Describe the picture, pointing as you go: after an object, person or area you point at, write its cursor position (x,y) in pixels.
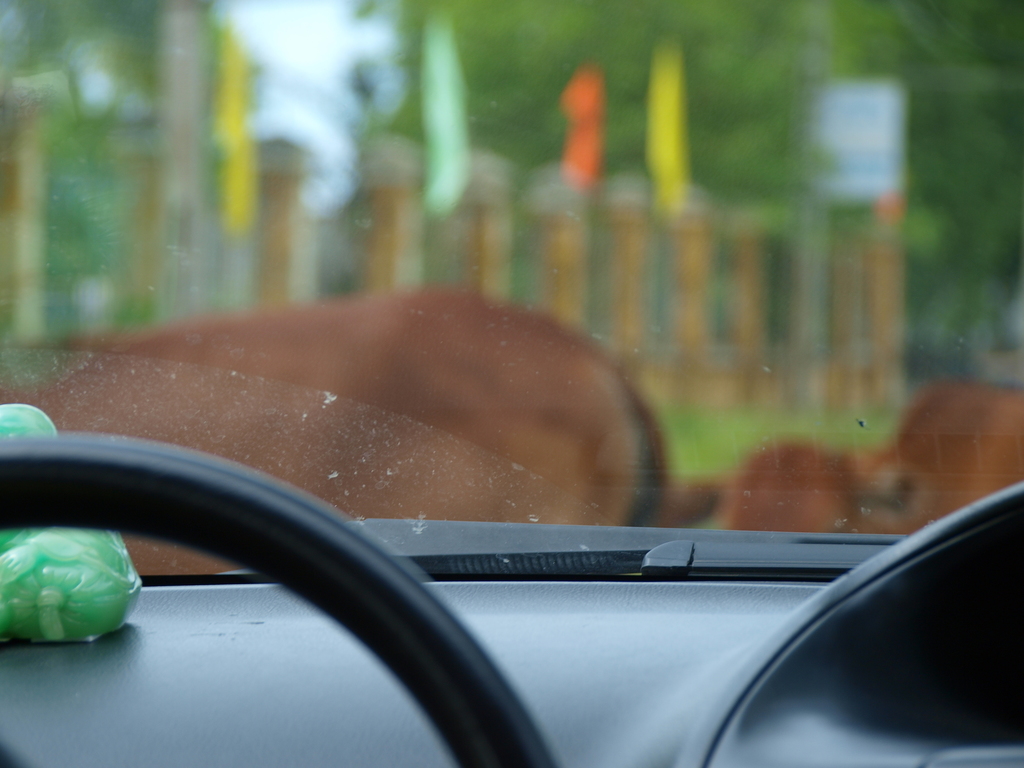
This is an inside view of a vehicle (302,534) and here we can see a toy (98,584) and a steering (295,579) and through the glass (420,212) we can see flags (590,153), poles (682,222), a board (850,120) and there are trees (607,116).
